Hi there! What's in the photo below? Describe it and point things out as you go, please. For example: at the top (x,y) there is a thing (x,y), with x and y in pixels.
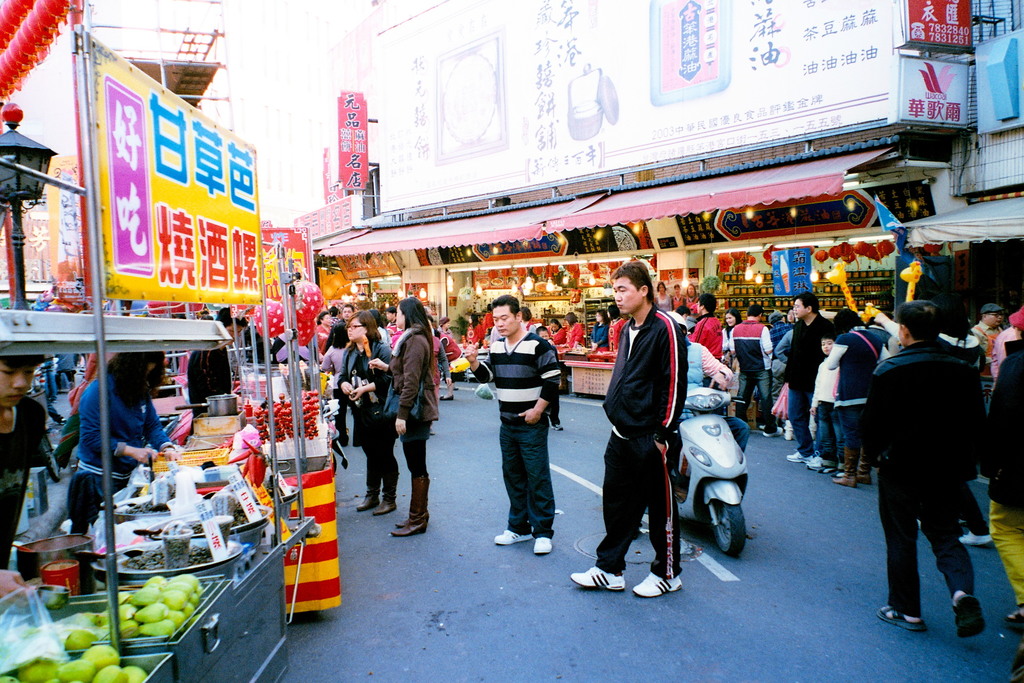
In this picture we can see a group of people (513,444) on the road (743,656), one person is on a bike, here we can see buildings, shops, food items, bowls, posters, pole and some objects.
